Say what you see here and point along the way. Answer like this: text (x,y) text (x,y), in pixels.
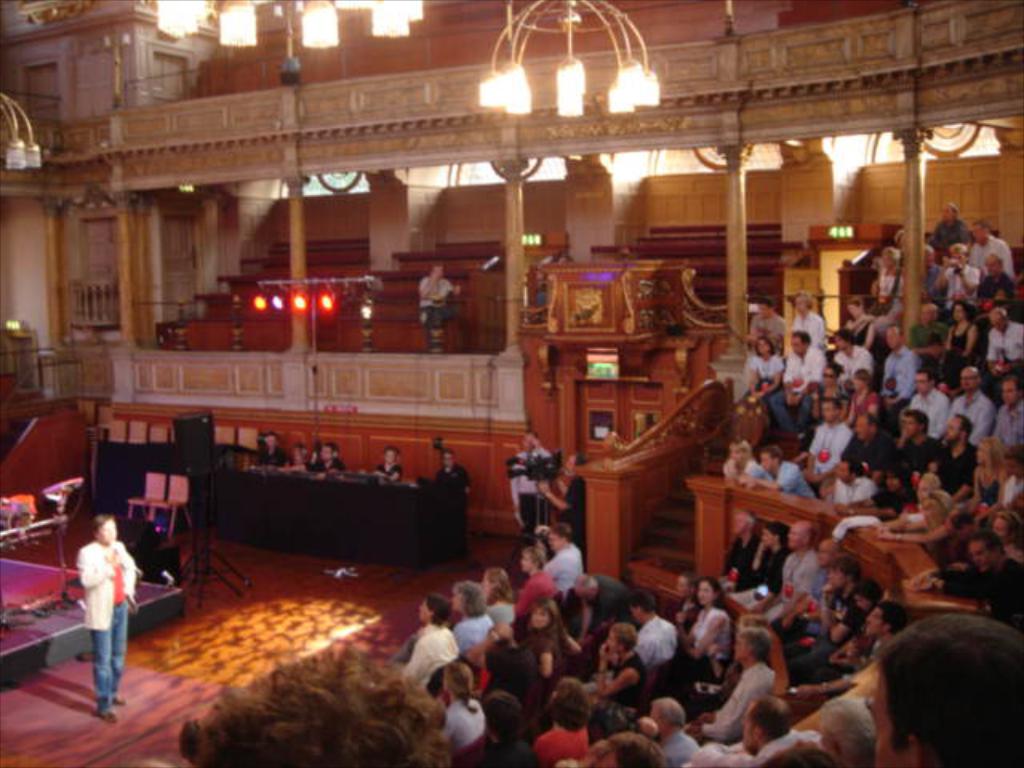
This image looks like it is clicked in a concert. On the left (93,608), there is a man (104,633) standing is holding a mic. On the right (863,392), there is a huge crowd (857,579). At the top (559,111), there are lights (307,6). In the front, there is a table (328,490) near which five persons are sitting. At the bottom (94,677), there is a floor (171,661). In the background (255,124), we can see a balcony (218,100).
